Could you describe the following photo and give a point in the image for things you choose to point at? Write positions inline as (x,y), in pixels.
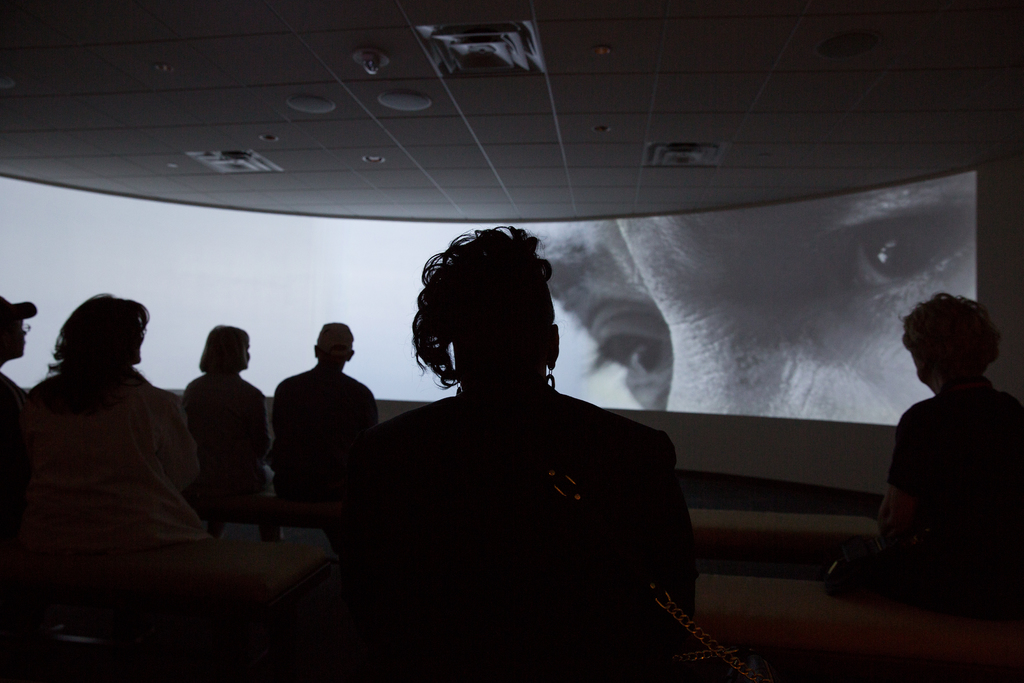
In this image there are persons (136,430) sitting. In the background (656,302) there is a screen (647,306), on the screen (672,326) there is a image of a person (731,284).
